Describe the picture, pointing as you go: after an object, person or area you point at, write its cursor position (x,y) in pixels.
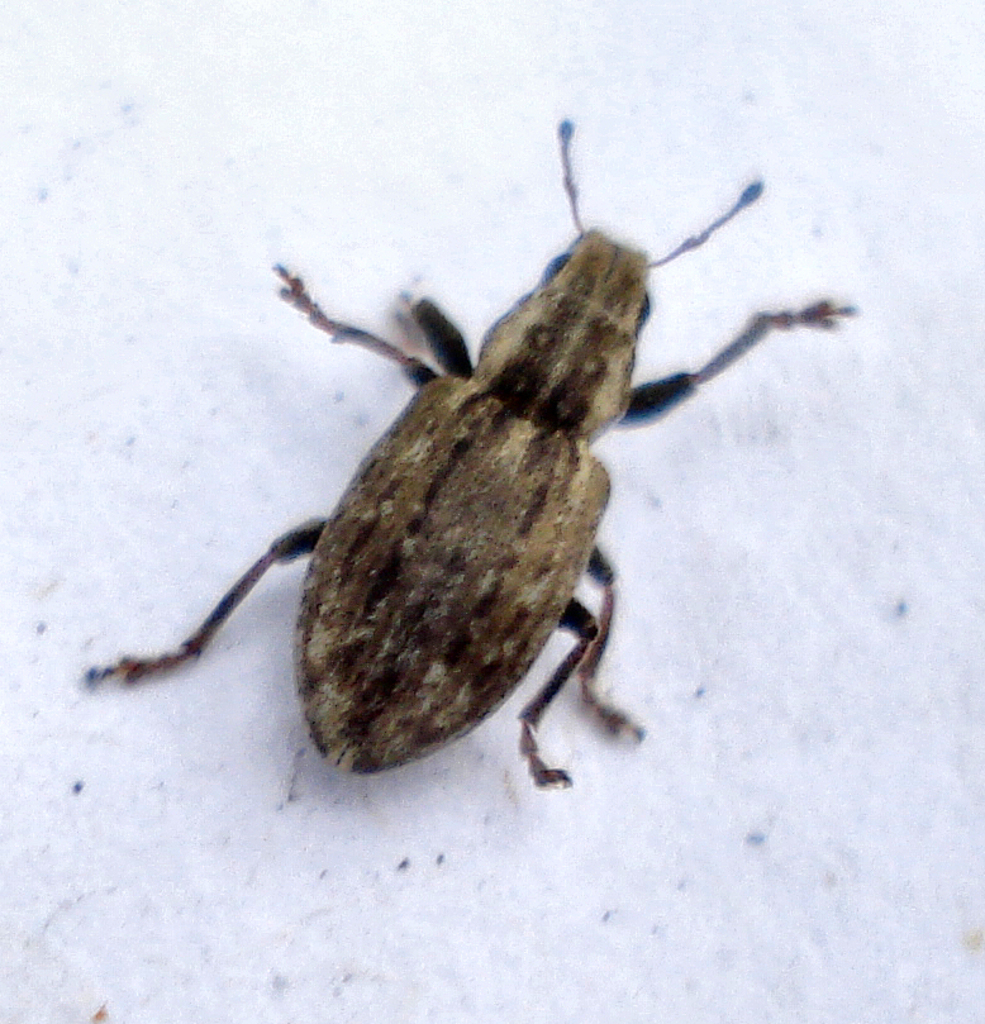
In this picture there is an insect (372,551). At the bottom (334,968) there is a white floor (363,909).
